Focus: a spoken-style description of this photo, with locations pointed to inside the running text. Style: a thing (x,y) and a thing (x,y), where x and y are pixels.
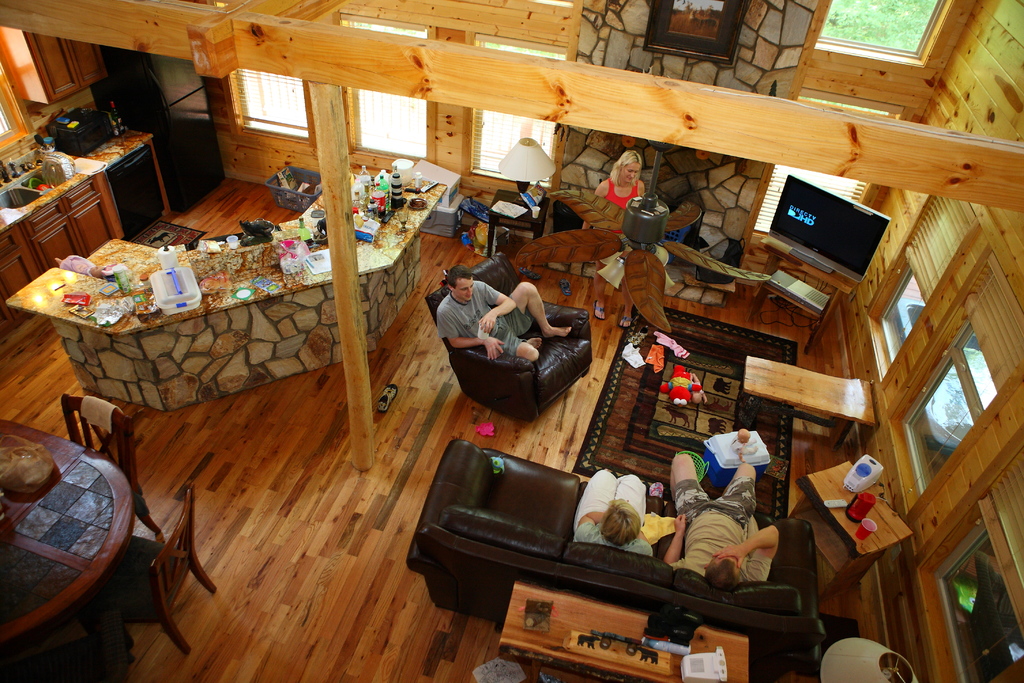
In this image there are group of people (500,313) who are sitting on a couch (502,515) and in front of them there is a table (817,397) and beside that table (812,382) there is one television (808,228) and that television (805,249) is on the table (829,279) and on the left side (202,314) there is a table (243,314) on that table (243,314) there are some groceries (72,303), boxes (160,287), bottles (375,193) and jars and bowls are there. Beside that table (157,328) there is a dining table (62,528) and chairs (140,539) are there and on the top (438,77) there is a wooden stick (896,159) and on the right side (922,459) there are windows (942,452) and wooden wall (993,59) is there and in the middle of the image (609,231) there is a fan (637,240) and in the top (692,32) there is a photo frame (708,30) on the wall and on the left side of the image (55,209) there is a cupboard (76,202) and on that cupboard (97,151) there are some vessels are there.
